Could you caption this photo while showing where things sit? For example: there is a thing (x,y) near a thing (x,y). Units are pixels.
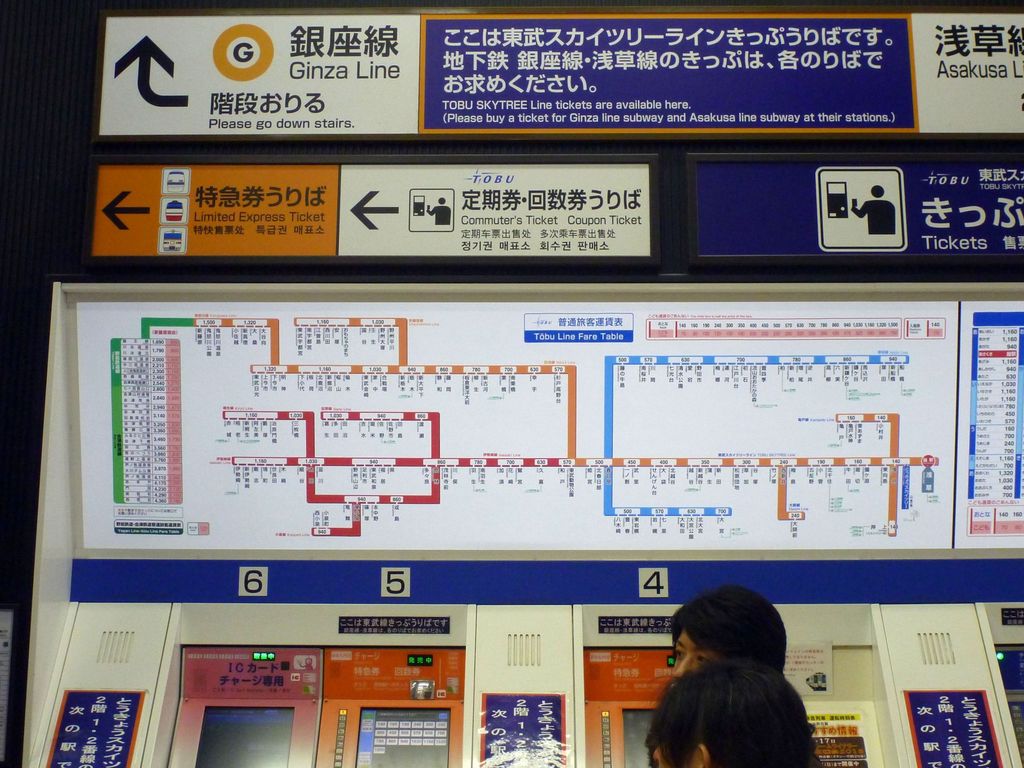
In this image we can see electronic machines (390,650), beside that we can see a few people (707,712) standing. And we can see text (1008,77) written on the board (355,170).
